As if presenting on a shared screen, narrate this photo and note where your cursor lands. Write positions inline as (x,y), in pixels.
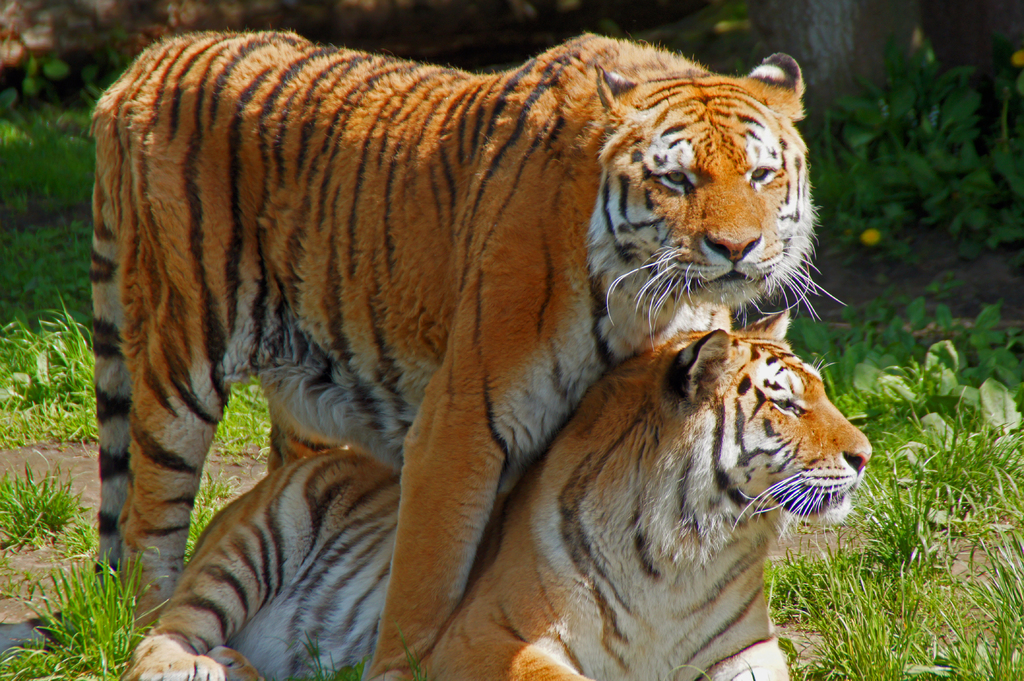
In the picture there are two tigers (734,470), beside the tigers (755,302) there are plants (890,165) present.
